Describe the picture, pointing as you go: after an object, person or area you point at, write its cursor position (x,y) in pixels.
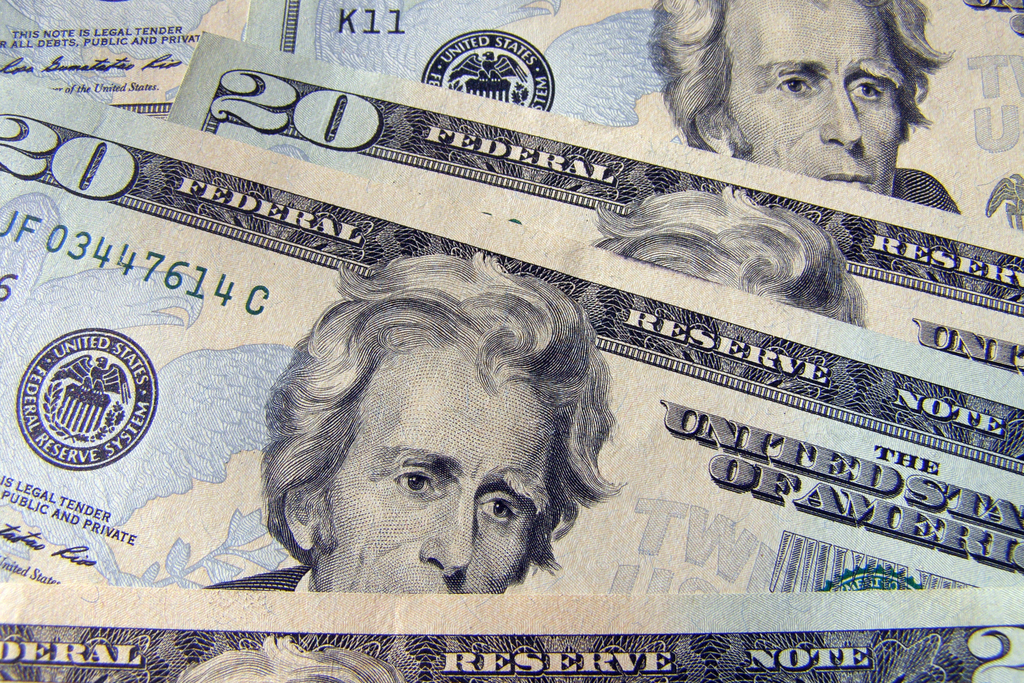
In the image there are few dollar notes (389,302) visible.
